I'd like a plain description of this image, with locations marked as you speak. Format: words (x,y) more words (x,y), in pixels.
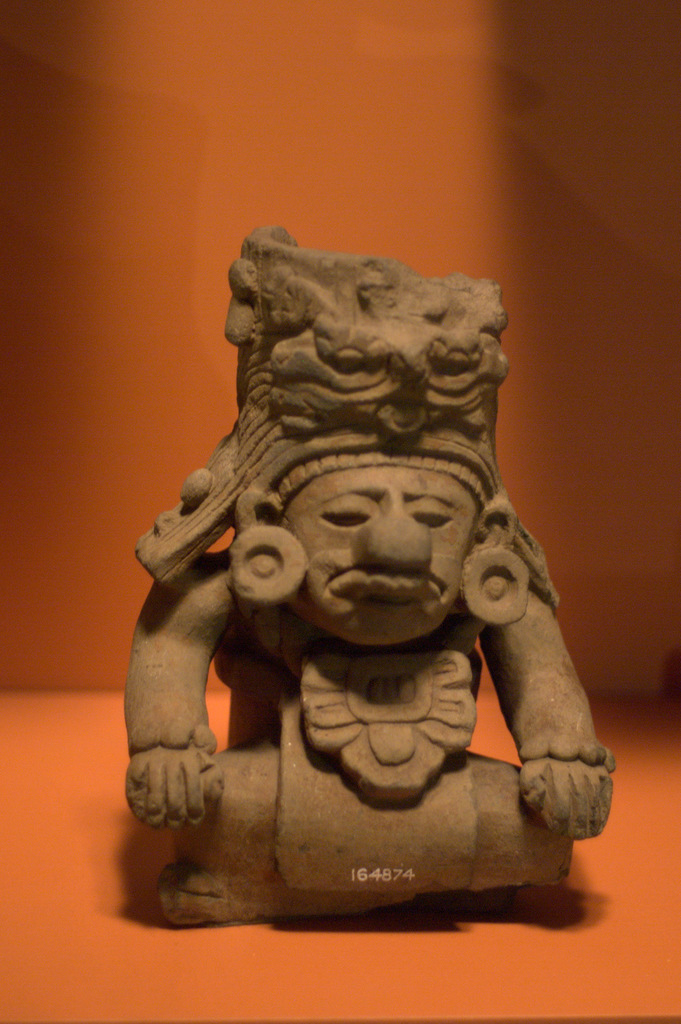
In this image there is a small statue (323,735) on the floor (260,938).
